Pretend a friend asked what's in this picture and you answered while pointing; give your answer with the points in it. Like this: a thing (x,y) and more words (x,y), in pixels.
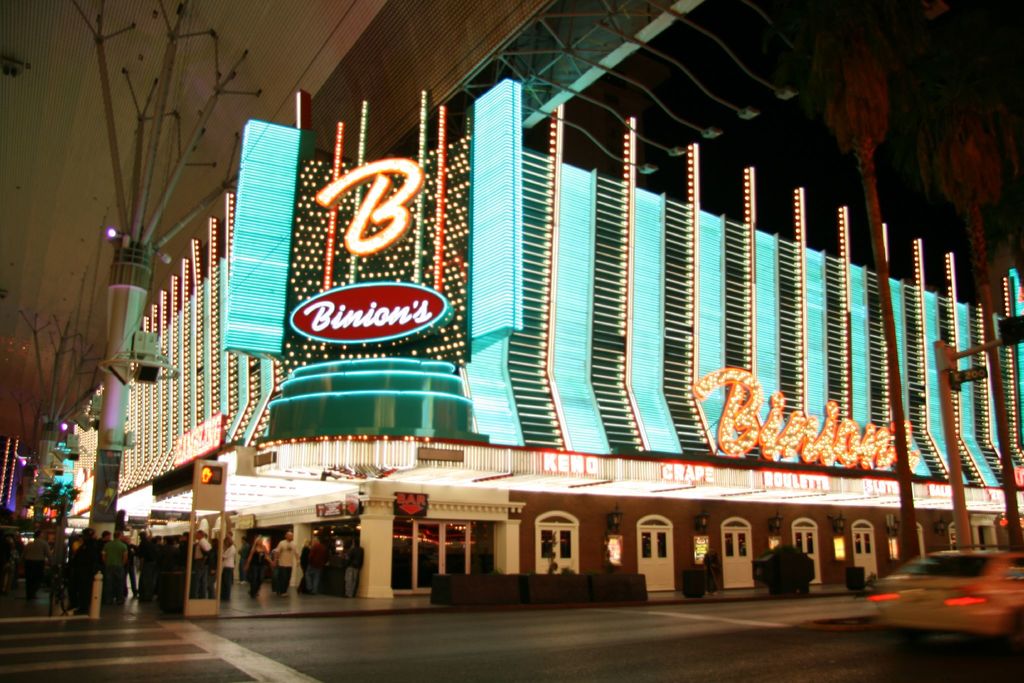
In this image I can see a building (421,188), in front of building (206,441) there are few persons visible and there is a lighting (225,303) visible on the building (387,278) and in front of building (803,335) there is a road (895,628), on the road (895,647) there is a vehicle (929,588) there is a traffic signal pole (1006,342) visible on the right side (955,441) in front of building (761,490).
